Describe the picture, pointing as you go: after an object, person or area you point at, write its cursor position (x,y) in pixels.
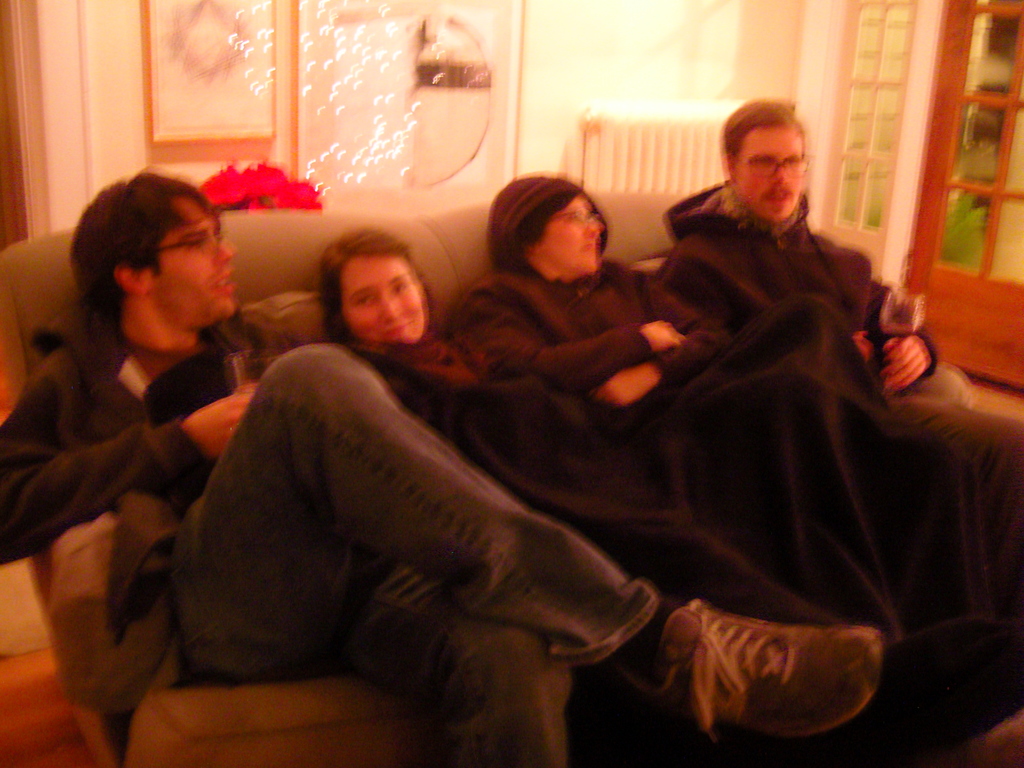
In this image we can see there are four people (437,379) sitting on the couch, and on the right side (977,207) there is the window (931,212).
